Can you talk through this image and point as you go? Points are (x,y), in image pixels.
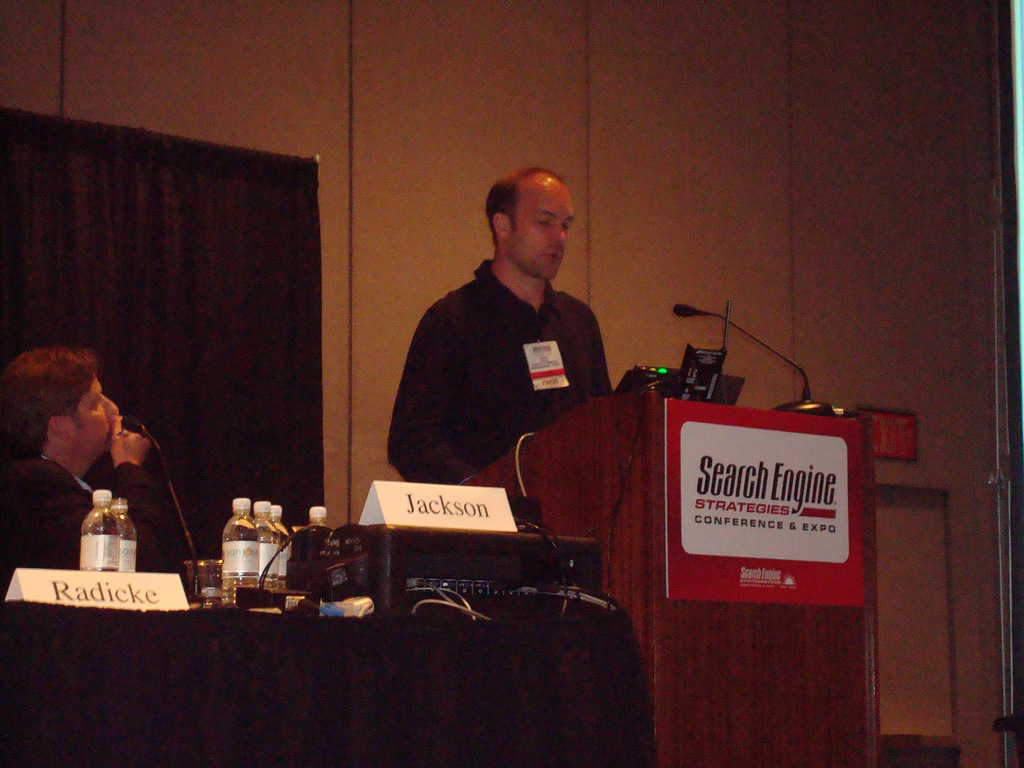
In the right side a man (455,405) is standing near the podium (526,454) and in the left side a man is sitting.
